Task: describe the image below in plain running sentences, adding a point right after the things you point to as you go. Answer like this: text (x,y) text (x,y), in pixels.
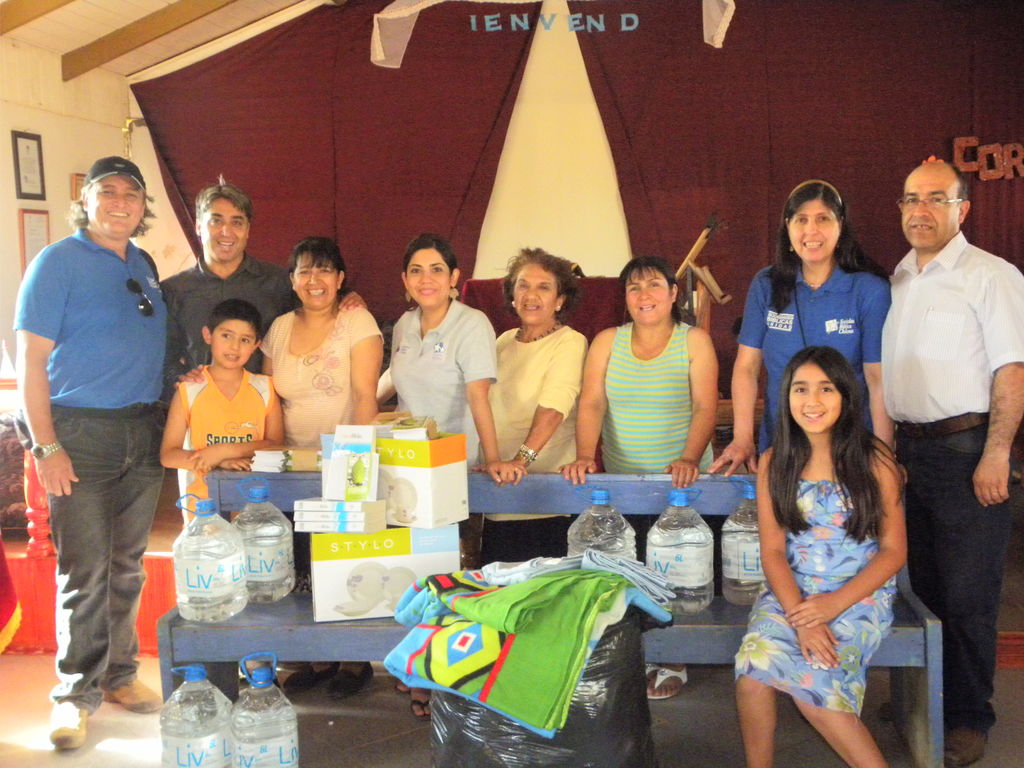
Here we can see a group of people (204,372). A girl (839,532) is sitting on this bench (271,609). On this bench (302,609) there are bottles (228,615), cardboard boxes (413,499) and towels (638,590). Photos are on the wall (23,113).
